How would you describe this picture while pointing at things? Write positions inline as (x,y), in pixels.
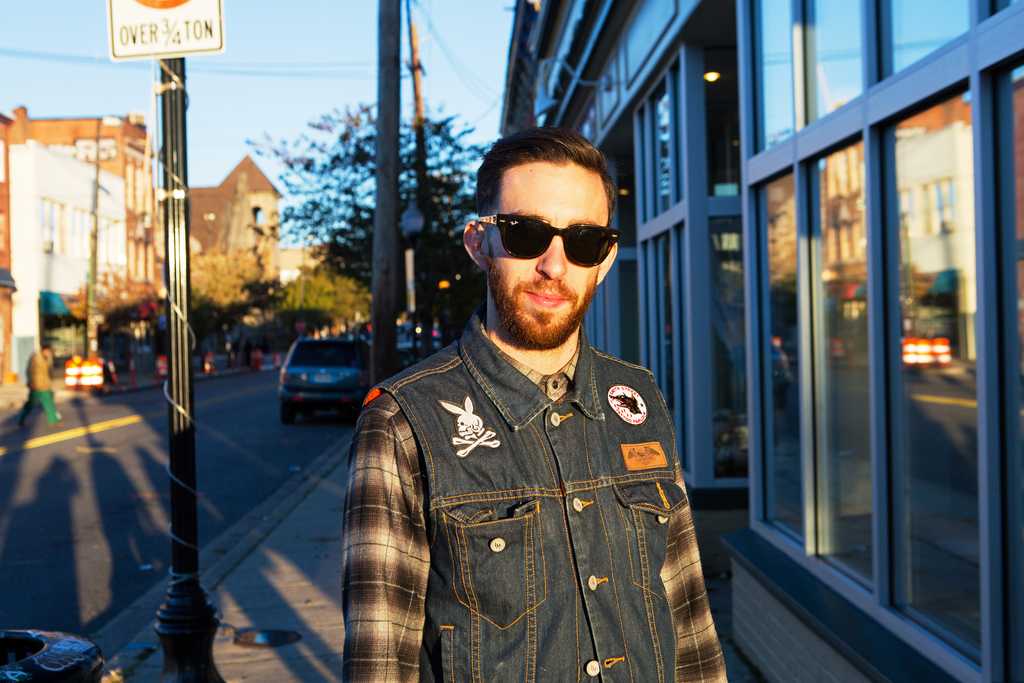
In this image we can see a man (538,454) wearing goggles (541,249). There is a road (245,430). Also there is a vehicle (310,398) and there are poles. On the right side (790,183) we can see a building (790,183) with glass walls (859,293). On the left side (19,207) there are many buildings (276,241). Also there is sky (265,21). On the pole (182,76) there is a sign board (162,28).
